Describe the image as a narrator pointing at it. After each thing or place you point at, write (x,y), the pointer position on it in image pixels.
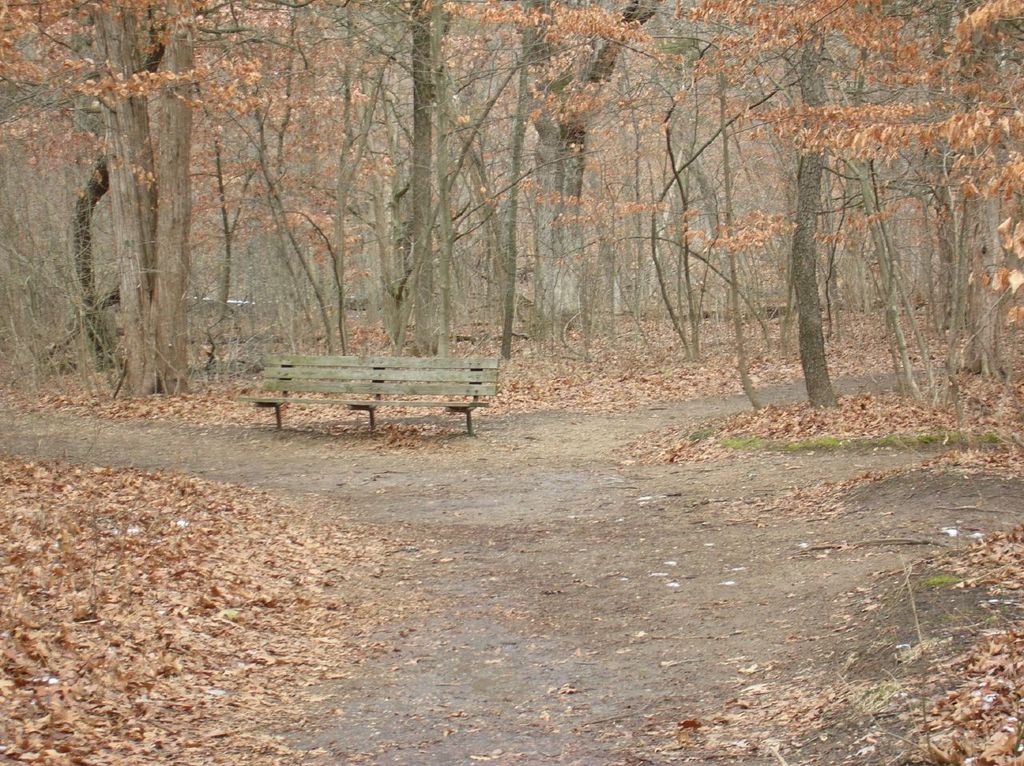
In the center of the image (343,385), we can see a bench (466,419) and in the background (385,160), there are trees (273,228). At the bottom (354,587), there are leaves (344,611) on the ground (344,611).
